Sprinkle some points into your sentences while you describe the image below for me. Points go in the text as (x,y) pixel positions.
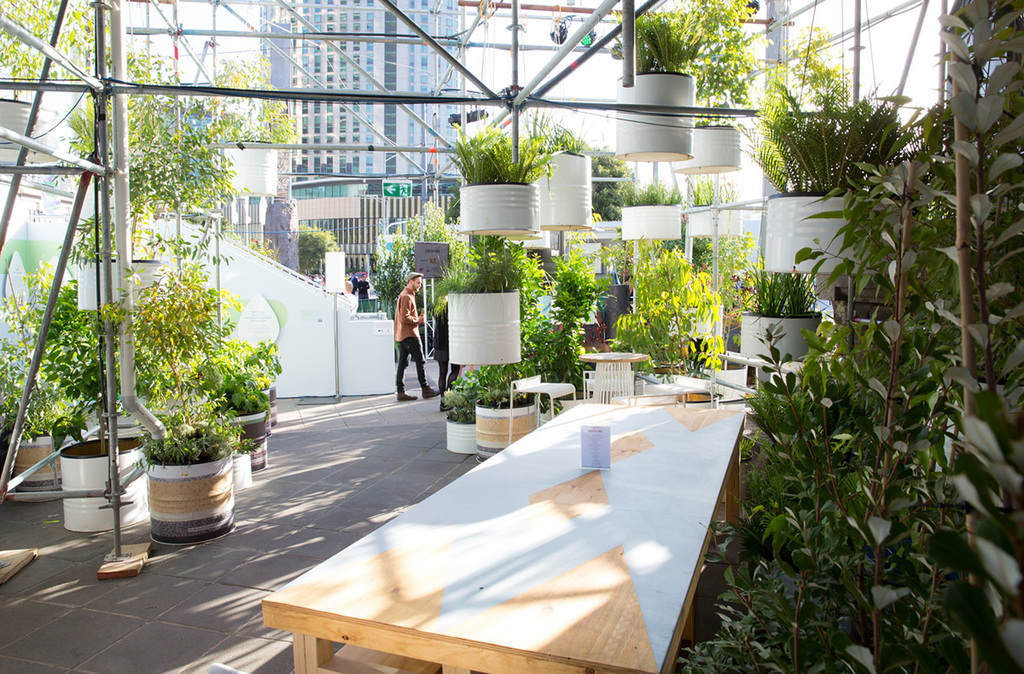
In this image, In the middle (677,448) there is a table (636,544) which is in yellow color, In the right side (752,552) there are some green color plants (861,431), In the background (450,406) there are some plants (525,302) which are kept in white color boxes (516,321), In the left side (181,452) there are plants (167,452) which are in green color, In the background (407,311) there are some people (407,330) standing and there is a wall (261,294) in white color.
